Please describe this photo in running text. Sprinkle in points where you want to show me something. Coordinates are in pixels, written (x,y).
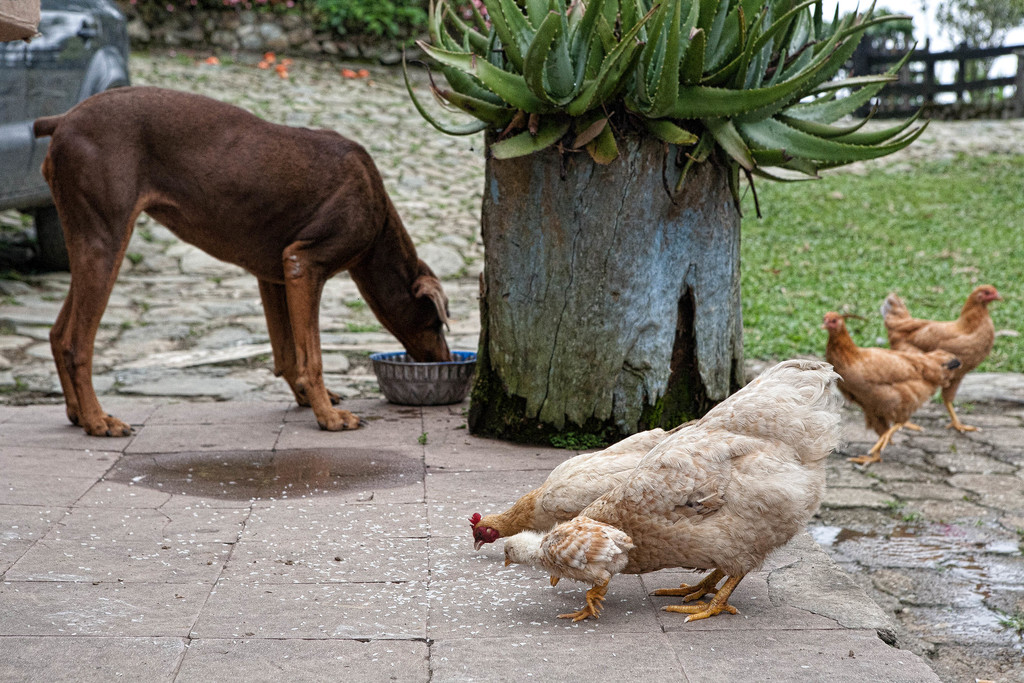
In this picture we can see a dog (74,271), hens (946,323), bowl (403,367), plants (682,130), grass (786,204), fence (976,54) and in the background (1000,14) we can see trees (898,47).
